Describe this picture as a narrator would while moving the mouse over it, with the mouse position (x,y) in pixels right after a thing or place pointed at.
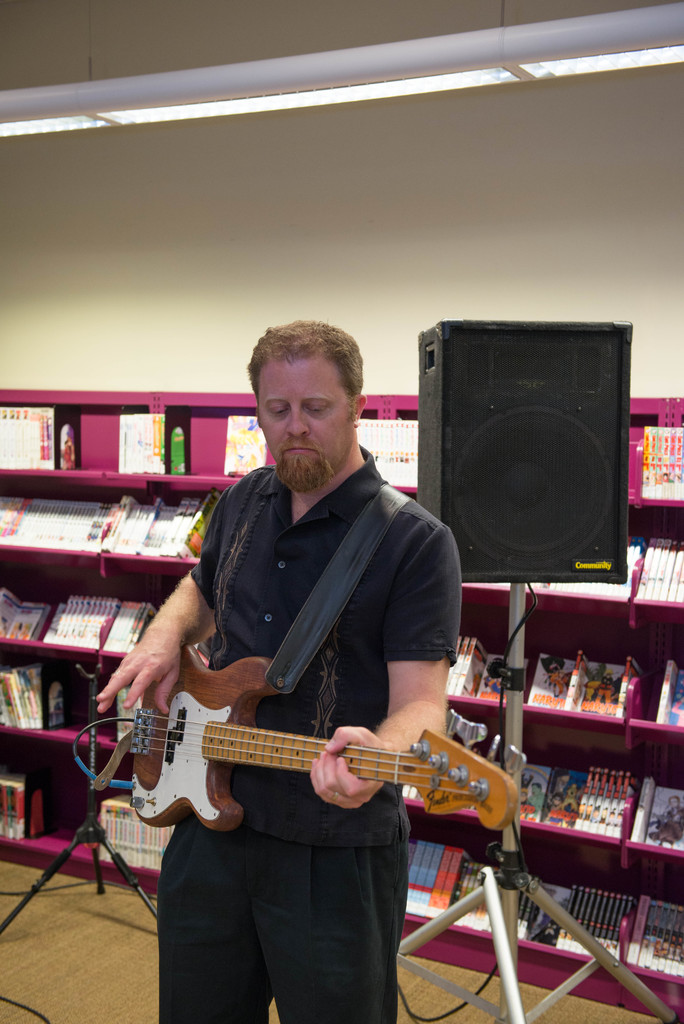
This man (332,463) holds guitar (186,789). Sound box (505,495) with stand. This is rack (667,604) with things (679,460) and books (56,635).
